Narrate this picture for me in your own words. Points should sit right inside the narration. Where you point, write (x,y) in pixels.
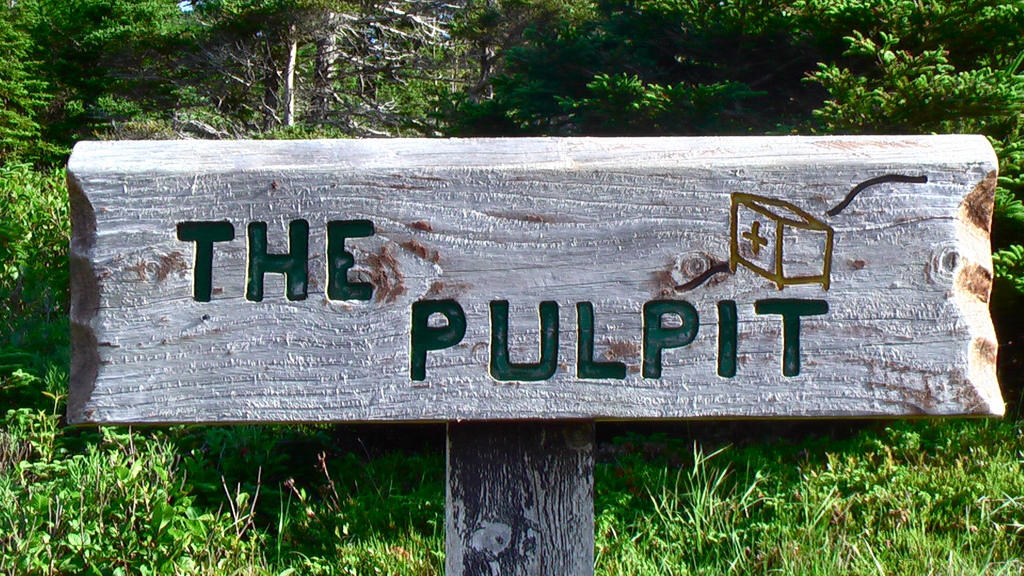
In the center of the image (521,260) there is a wooden board (558,253). In the background (745,99) there are trees (746,79). At the bottom (680,524) there is a grass (364,522).
